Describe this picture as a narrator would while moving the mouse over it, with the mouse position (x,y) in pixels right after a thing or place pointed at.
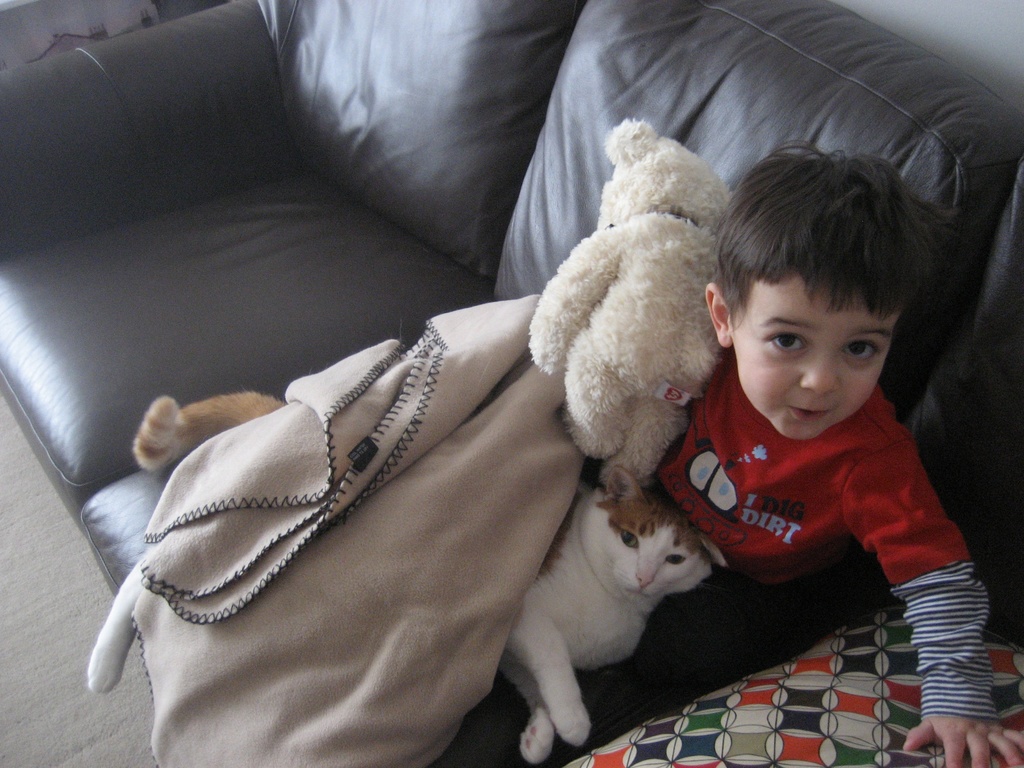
this picture shows a sofa (988,512) and a boy (737,370) seated on it and we see a cat (571,542) and a toy (637,386).
